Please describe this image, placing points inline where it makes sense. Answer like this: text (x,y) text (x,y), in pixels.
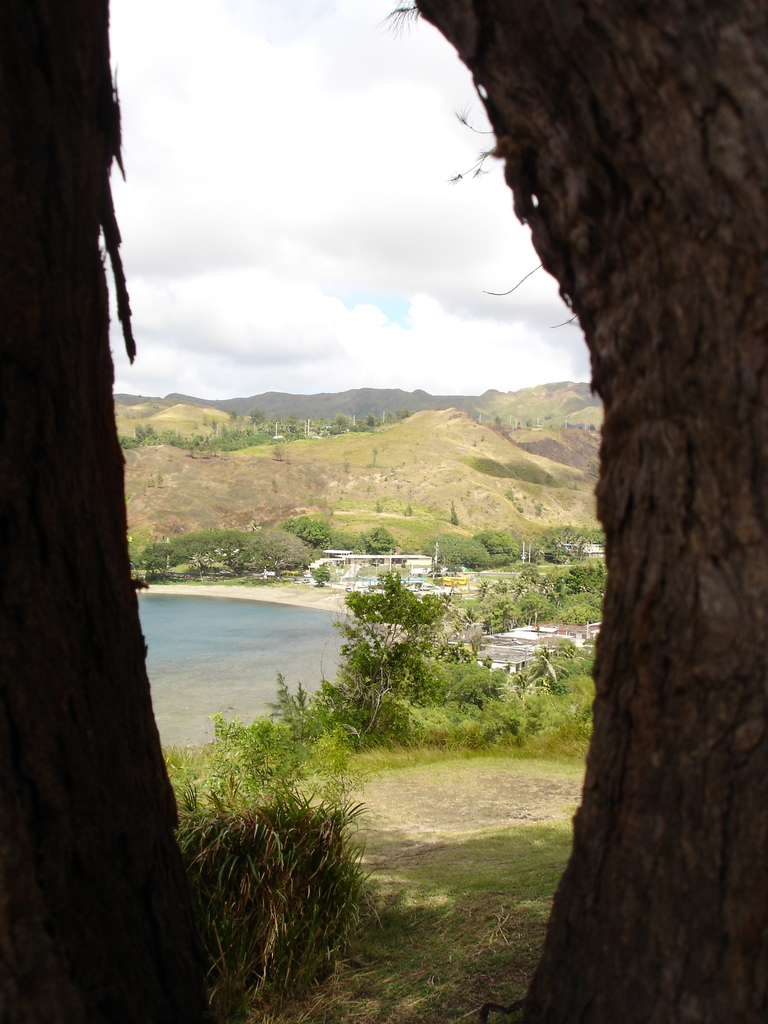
In this image we can see tree trunks (8,707) on both sides. In the back (472,662) we can see plants (396,735), trees (409,665), water (182,730) and hills (264,467). In the background (287,258) there is sky (347,238) with clouds (371,271).
